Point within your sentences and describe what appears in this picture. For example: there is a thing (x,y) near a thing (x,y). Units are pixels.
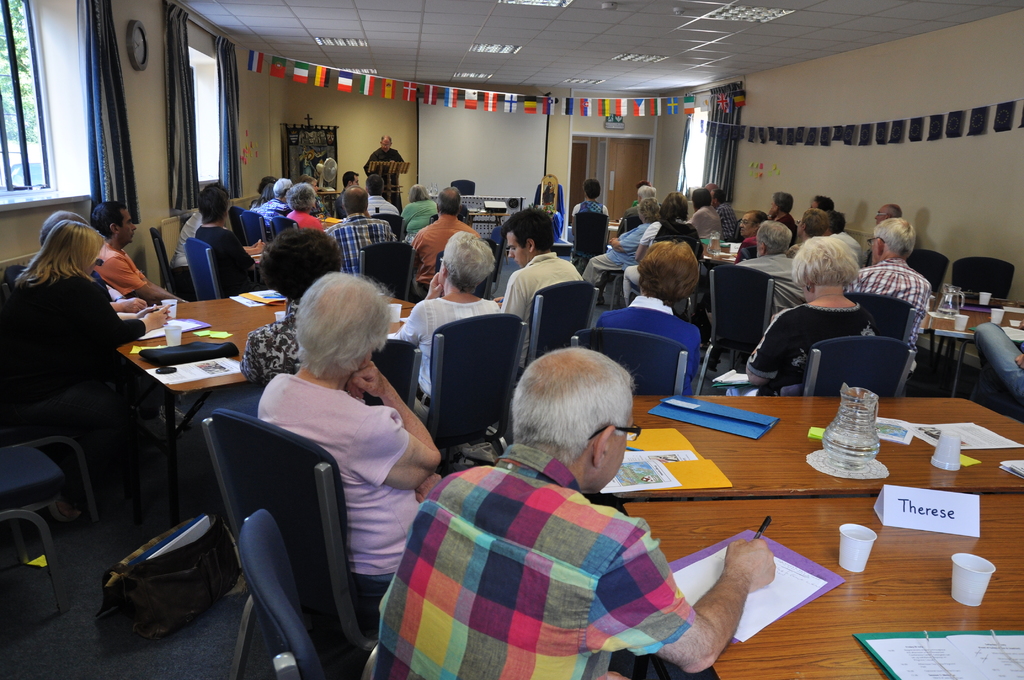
This is a picture taken in a room (256,177), there are group of people (672,259) sitting on chair (231,417) in front of the people (522,310) there is a table (220,308). The women (350,339) in pink t shirt (362,438) in front of the women (411,441) there is a table (764,477) on the table (771,494) there is a file (694,472), paper (656,464), cup (861,545) and a name board (906,513) and the right side of the people (679,215) there is a wall (856,173) with a stickers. Background of this people (414,228) there is a projector screen (464,168).
